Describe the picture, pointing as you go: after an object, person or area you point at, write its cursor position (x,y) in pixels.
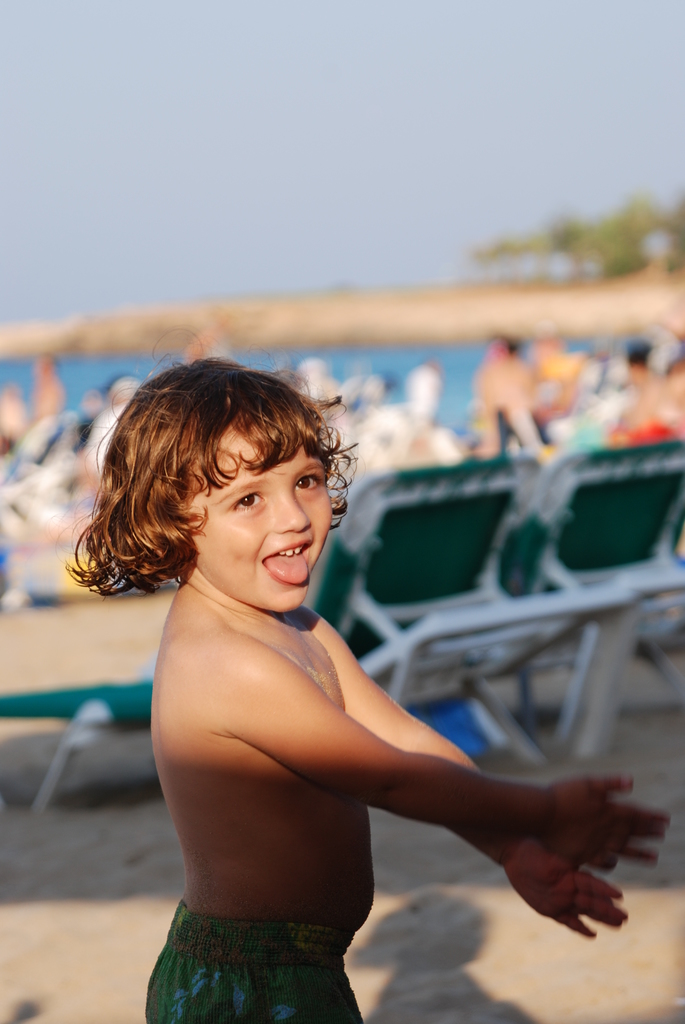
In the front of the image (247,754) there is a boy (258,839). In the background of the image (604,567) it is blurry. There are people (219,344), chairs (648,489), trees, sky (464,195) and objects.
